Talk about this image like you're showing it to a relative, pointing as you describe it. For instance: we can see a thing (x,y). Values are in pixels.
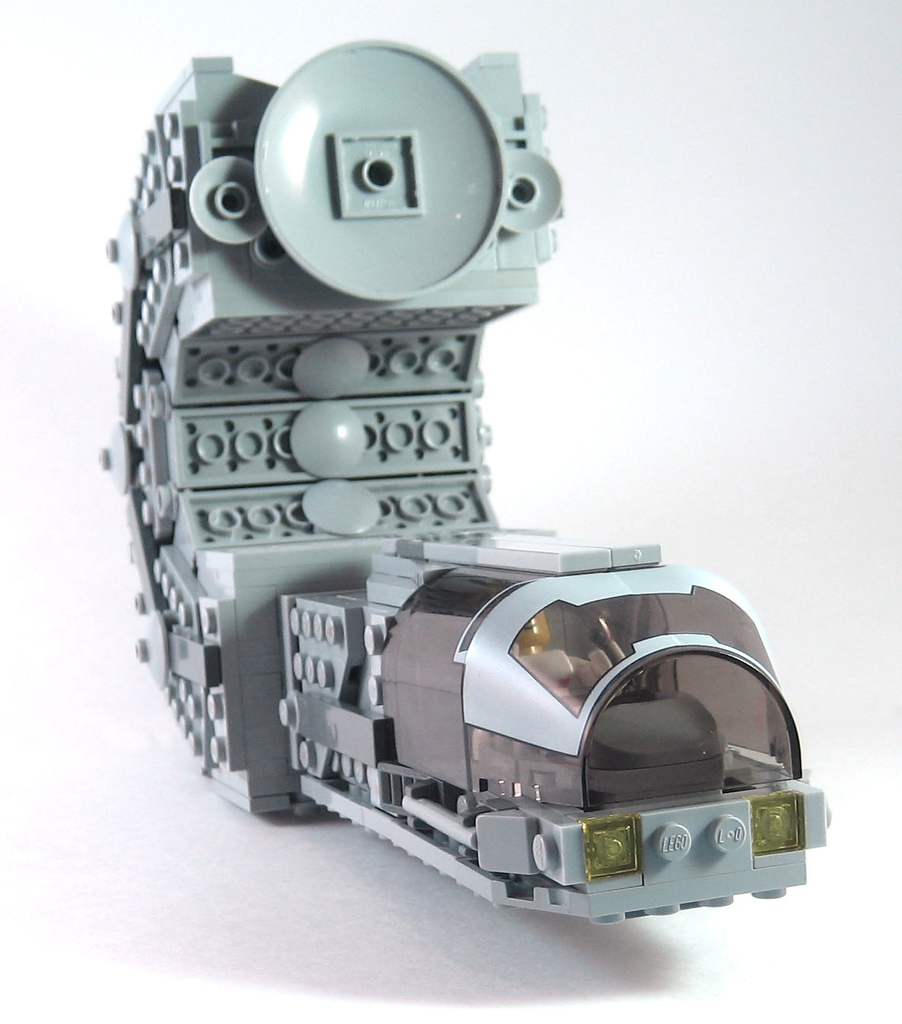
In this image we can see the toy (419,351) with white background (634,41).
